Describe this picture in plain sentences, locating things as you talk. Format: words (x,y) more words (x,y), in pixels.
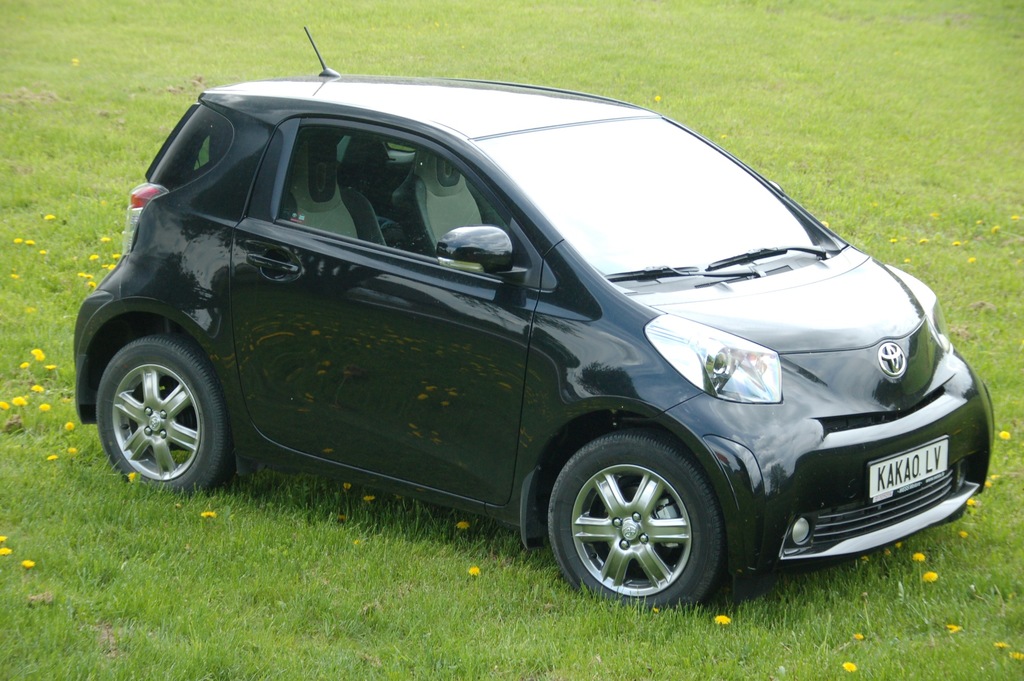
In this image, we can see some grass (42,306). There is a car (516,410) in the middle of the image (666,303).
